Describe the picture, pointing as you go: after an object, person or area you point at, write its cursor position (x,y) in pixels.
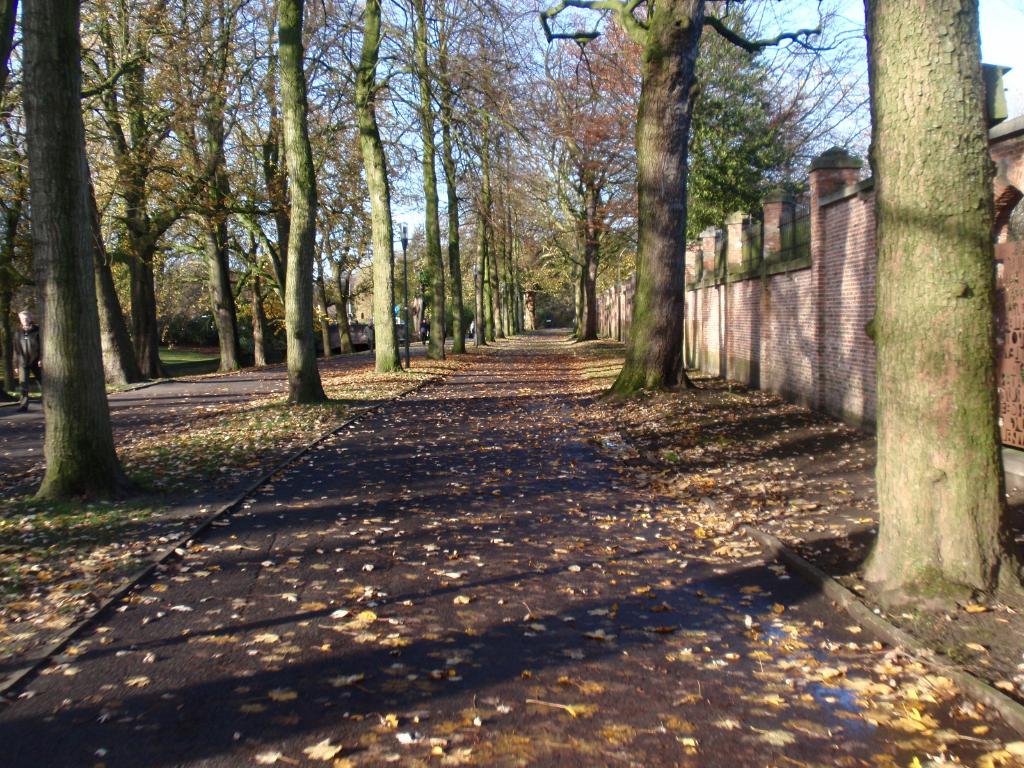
In this picture we can see few trees (302,236) and a wall (858,325), on the left side of the image (39,357) we can see a man (17,336) is walking on the road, and also we can see a pole (408,233).
